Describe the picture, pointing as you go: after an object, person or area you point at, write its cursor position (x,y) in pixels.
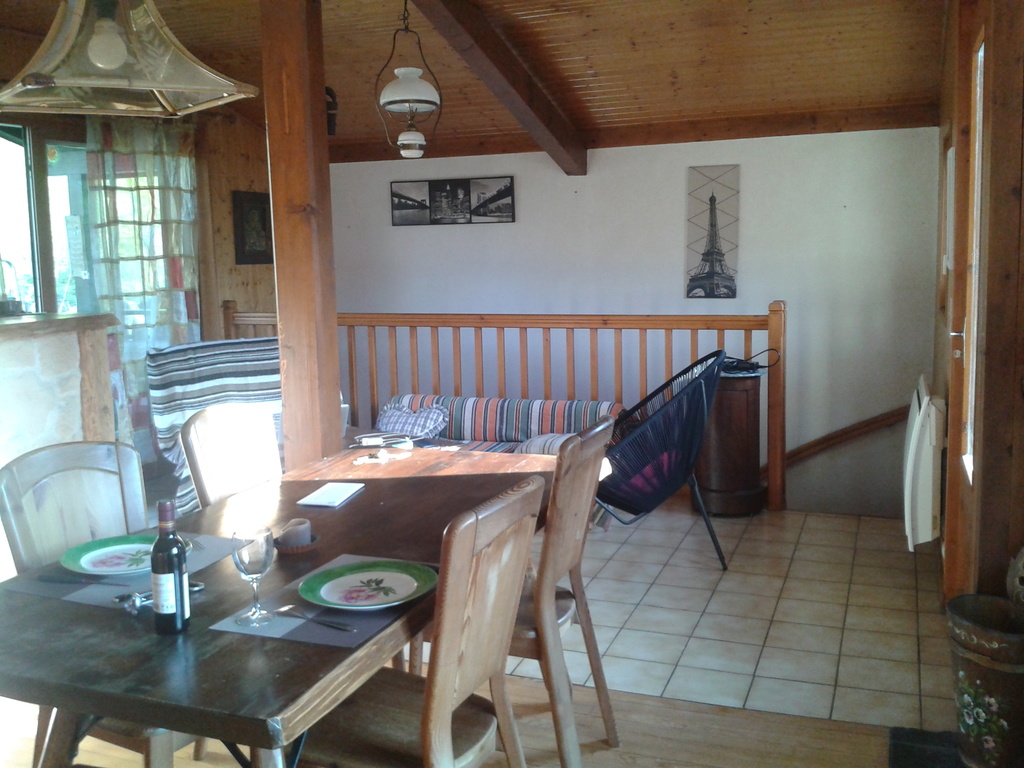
In this image, at the left side (250,758) there is a table (142,684) and there are some chairs (409,685), on that table (79,597) there are some plates (122,557) and there is a black color bottle (164,602), there is a glass (245,617), there is a black color chair (656,443), at the right side (925,489) there is a white color object (929,534), at the top (826,133) there is a shed (834,123), at the background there is a white color wall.
